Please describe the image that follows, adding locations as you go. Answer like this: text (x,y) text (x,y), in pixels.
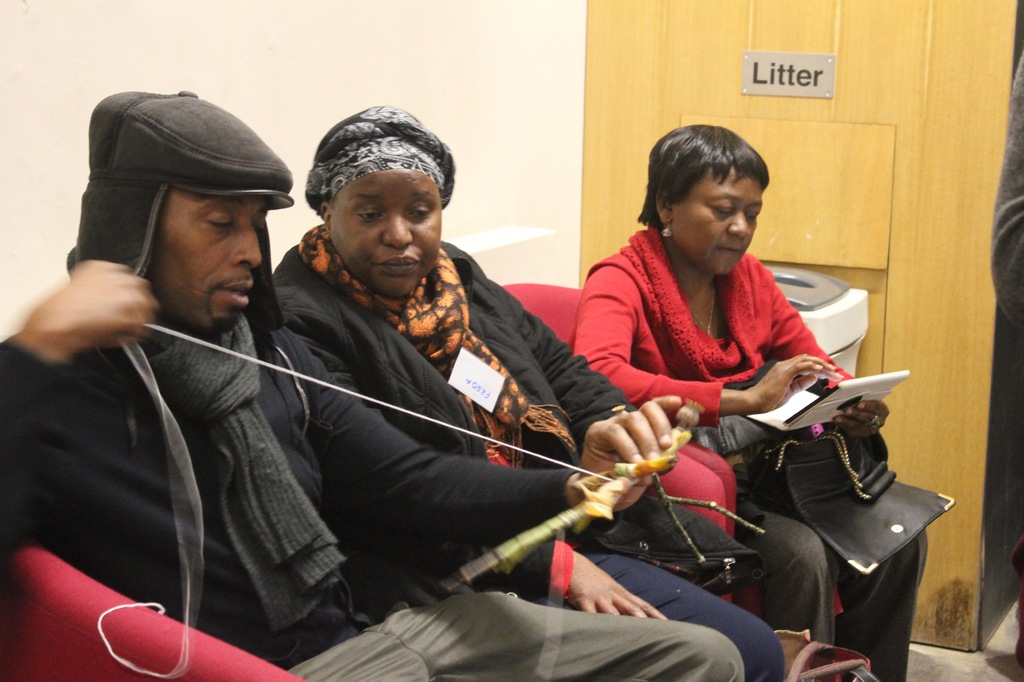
In the center of the picture (623,359) there are people (271,533) sitting in couch (709,481). On the left (143,57) there is a wall (347,24) painted white. On the right (1005,179) there is a person (1022,215). In the center of the background (924,54) there are dustbin (824,331) and wooden wall (880,66).
